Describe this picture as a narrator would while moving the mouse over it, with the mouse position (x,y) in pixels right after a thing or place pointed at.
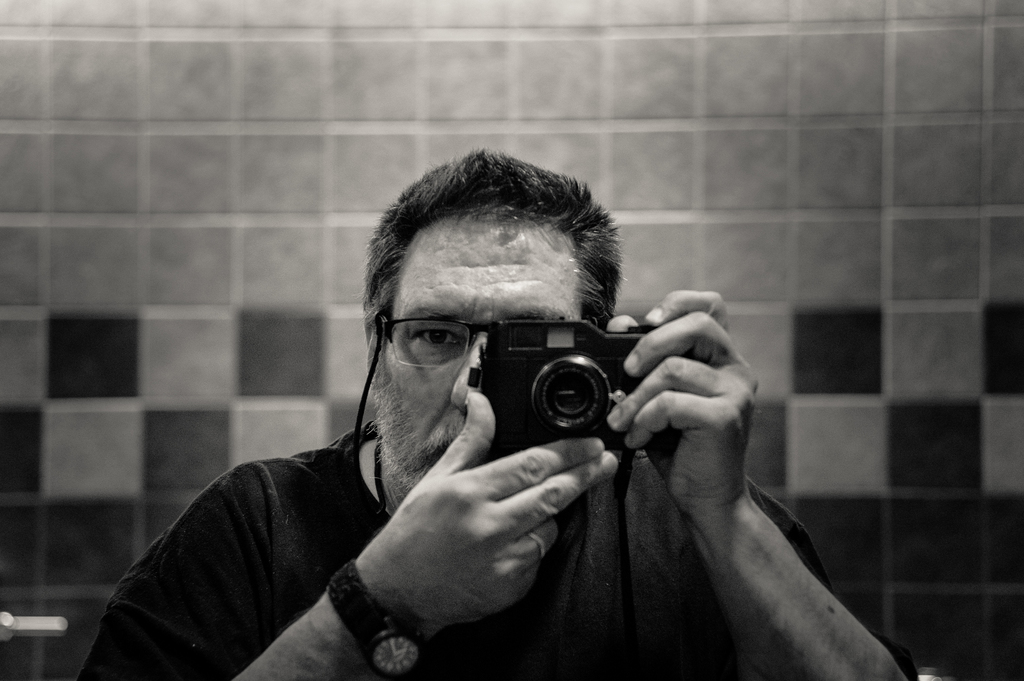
In the image there is a man (540,530) clicking photos in camera (550,391).
